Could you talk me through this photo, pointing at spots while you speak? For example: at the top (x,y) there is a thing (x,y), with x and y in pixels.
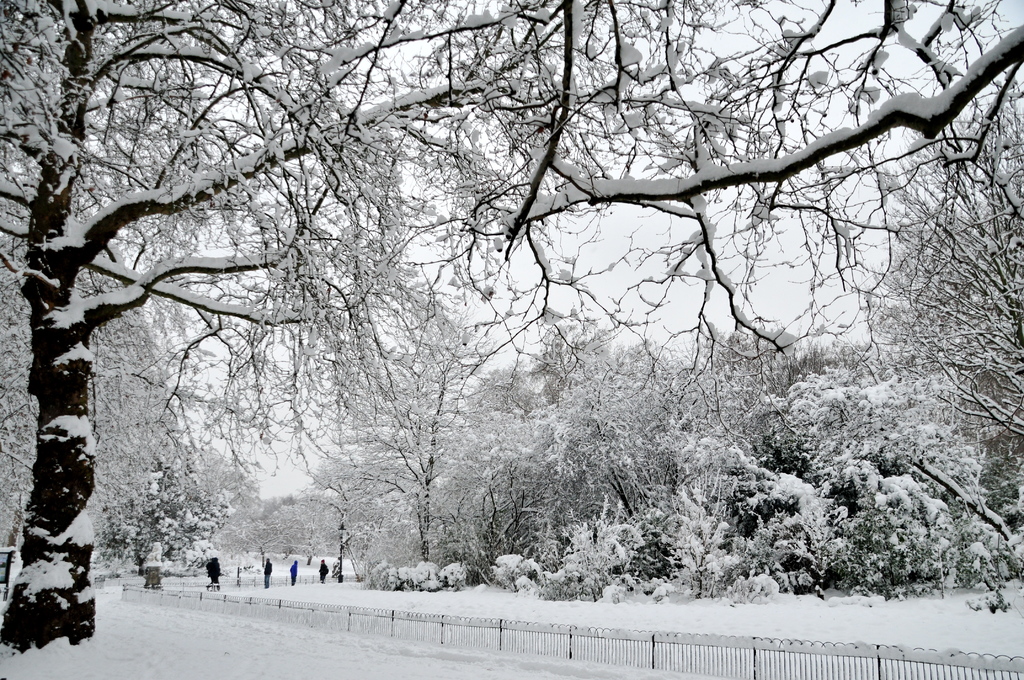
In this picture there is a boundary (746,637) at the bottom side of the image (780,650) and there are people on the left side of the image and there are trees (387,382), which are covered with snow (17,569) and there is snow (713,617) around the area of the image.
